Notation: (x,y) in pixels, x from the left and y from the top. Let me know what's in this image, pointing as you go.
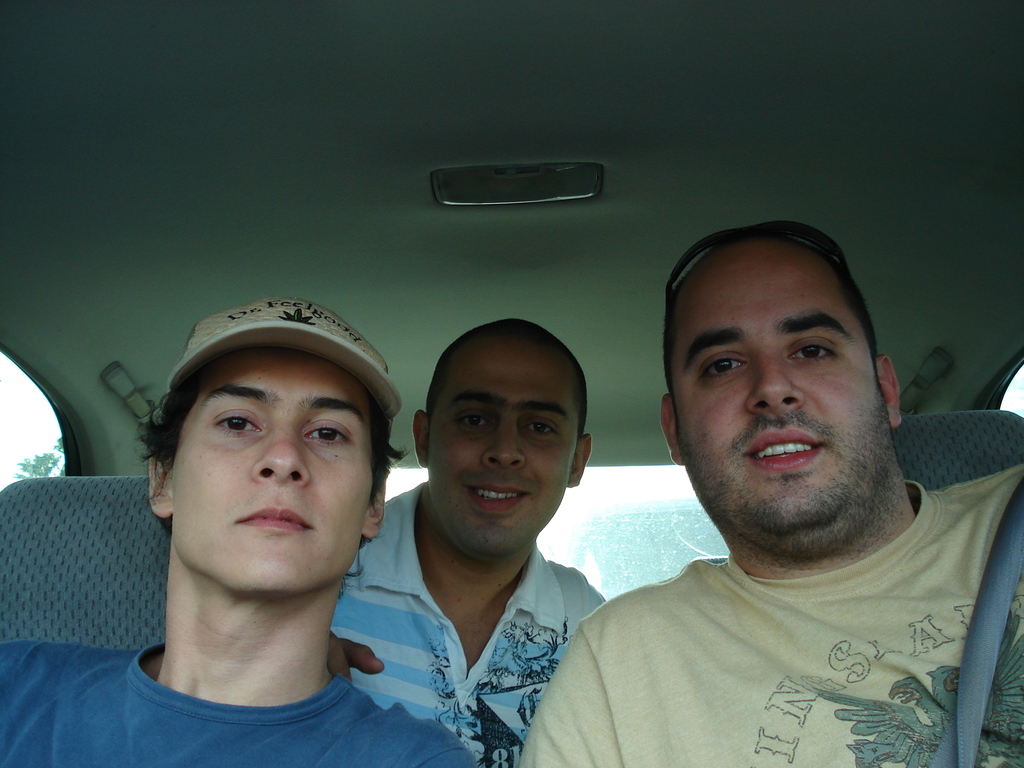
In this picture there are three men (646,588) who are sitting inside the car (899,435). Through the glasses (569,501) I can see the trees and sky (587,495). In the bottom right (972,756) I can see the seat belt (964,671). At the top (559,192) there is a light (454,191) on the roof (408,179) of the car (232,159).
